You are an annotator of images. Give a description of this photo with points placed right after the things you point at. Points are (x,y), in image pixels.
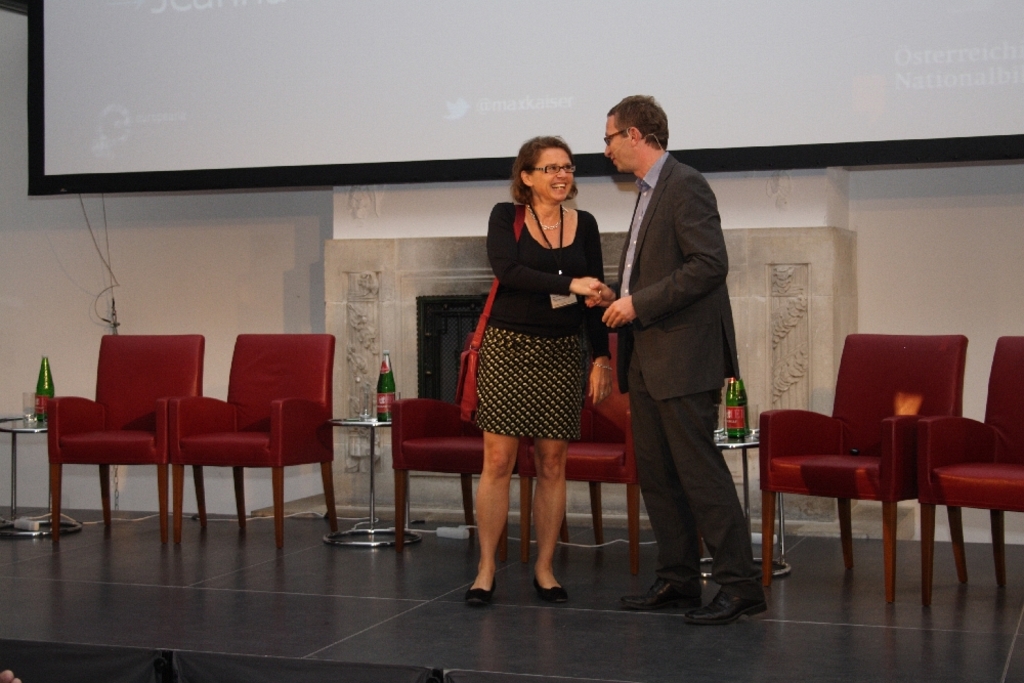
In this image I can see a woman (529,298) wearing black dress (536,305) and red colored bag (478,354) is standing and another person (664,331) wearing blazer (690,321), pant (688,436) and shoe (651,599) is standing and both of them are shaking hands (588,295). In the background (413,429) I can see few chairs (276,415) which are maroon in color, few bottles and few glasses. I can see the wall (139,252) and the screen (214,76).
